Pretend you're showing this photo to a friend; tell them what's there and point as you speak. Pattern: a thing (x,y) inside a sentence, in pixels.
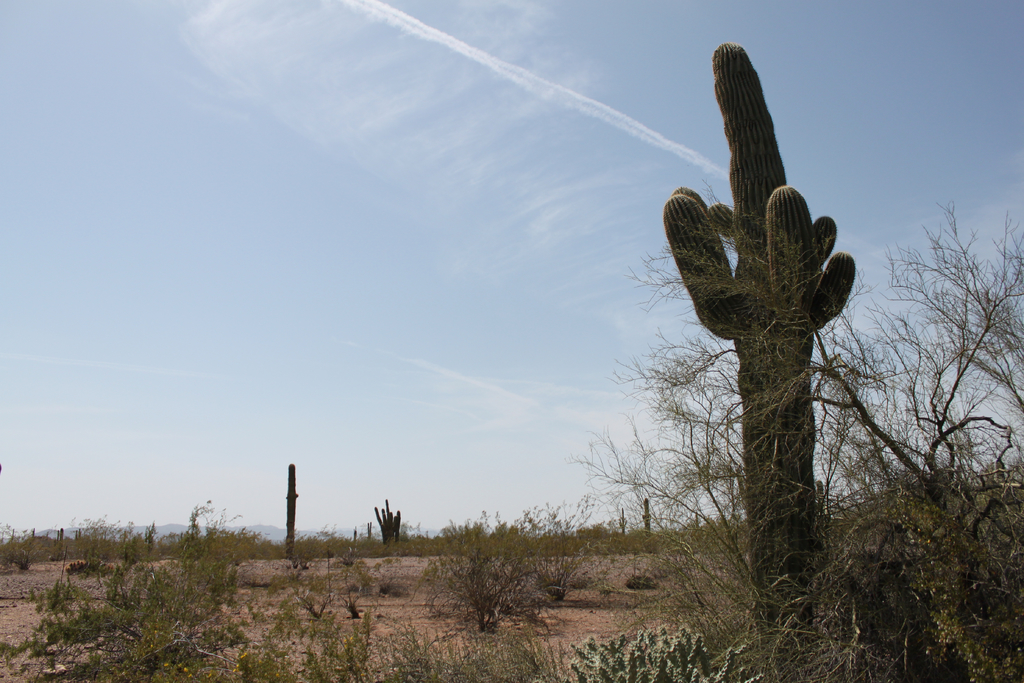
In this image we can see plants (708,562) on the land (411,581). We can see the sky (551,153) in the background (625,159).
